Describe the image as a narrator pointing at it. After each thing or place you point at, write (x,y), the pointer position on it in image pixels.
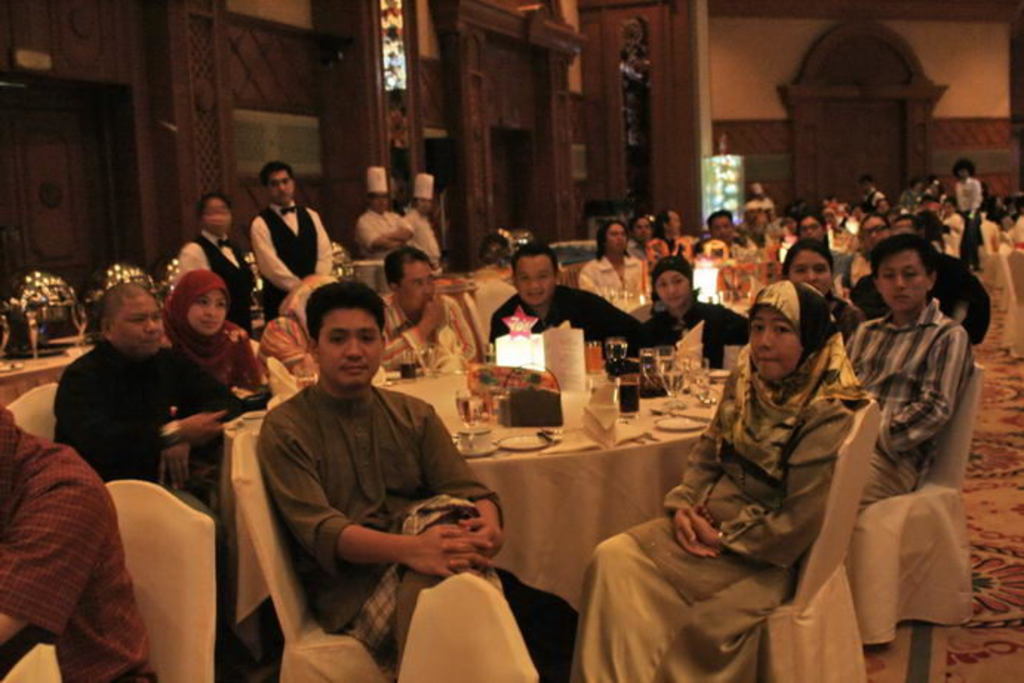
In this image, we can see a group of people (104,619). Few are sitting on the chairs (901,514) and standing. Here we can see few tables (612,502). So many things (643,377) and objects (619,409) are placed on it. Background (332,202) there is a wall (724,119), doors (36,172). On the left side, we can see some containers (39,311). Right side of the image (989,538), we can see a floor (996,522).
